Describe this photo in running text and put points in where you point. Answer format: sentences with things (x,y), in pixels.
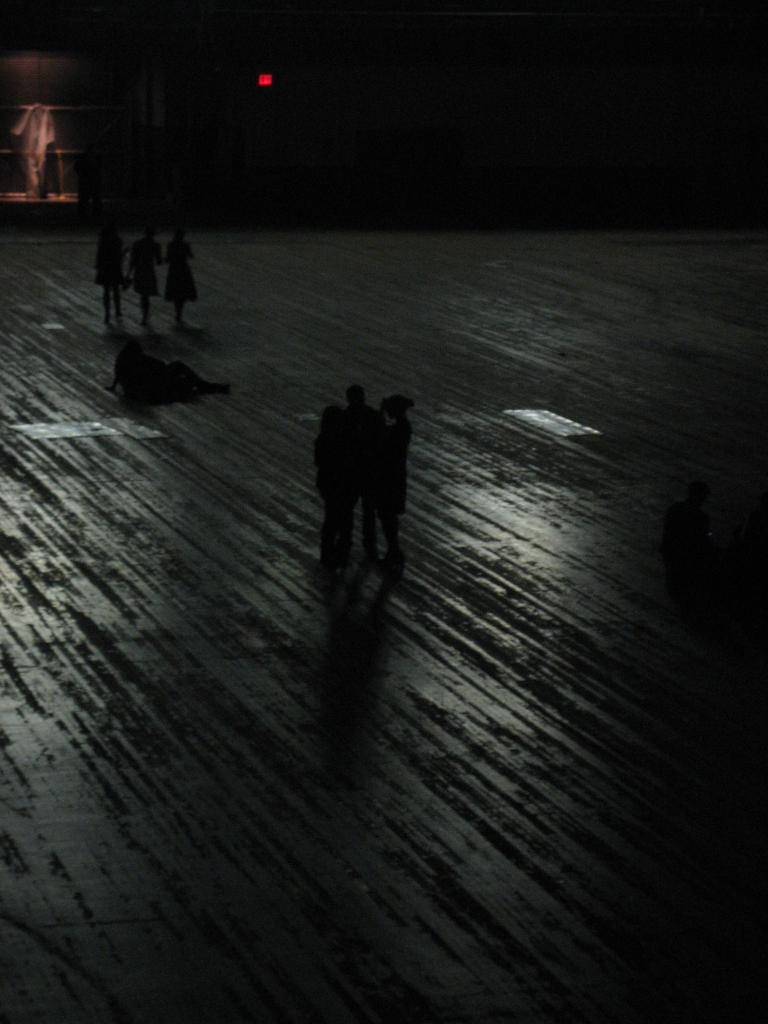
In this image we can see people (370,444). In the background (442,140) there is a wall (338,98) and we can see a light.
